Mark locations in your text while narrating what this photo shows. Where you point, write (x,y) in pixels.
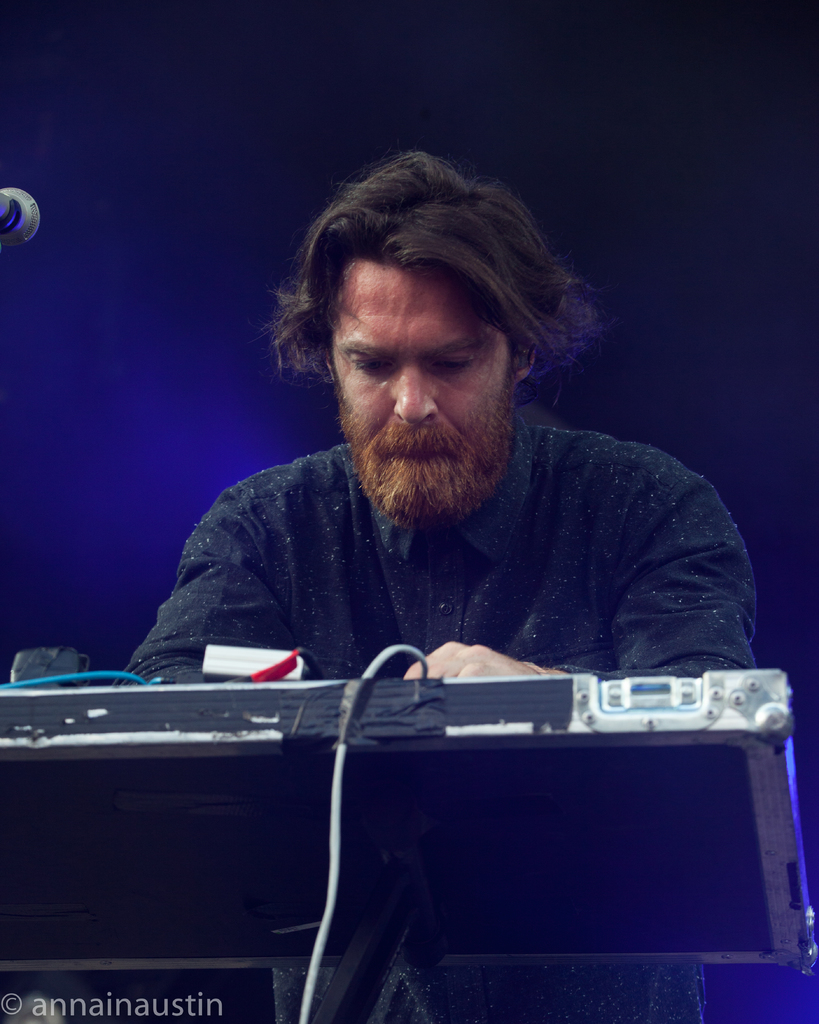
In the foreground of this image (485,513), there is a man (449,491) standing in front of a musical keyboard (294,807). On the left top (17,224), there is a mic (13,206) and also there is a blue color background (227,158).
